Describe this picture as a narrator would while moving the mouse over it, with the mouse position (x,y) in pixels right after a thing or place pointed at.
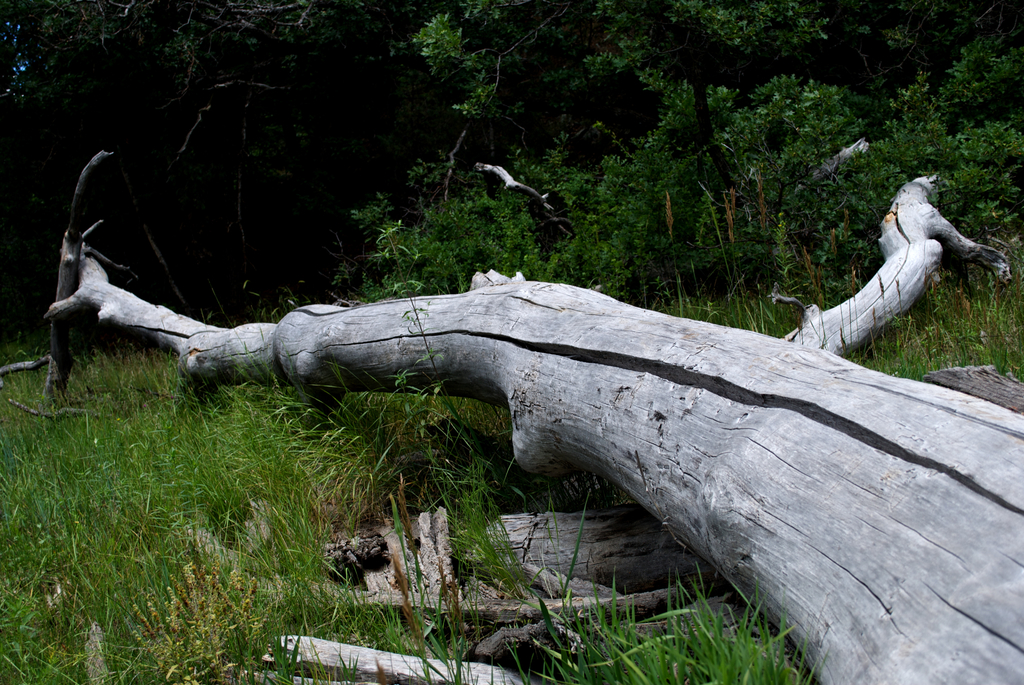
In this picture we can see wooden objects (800,492) on the grass (782,655). There are a few trees (512,38) in the background (311,32).
